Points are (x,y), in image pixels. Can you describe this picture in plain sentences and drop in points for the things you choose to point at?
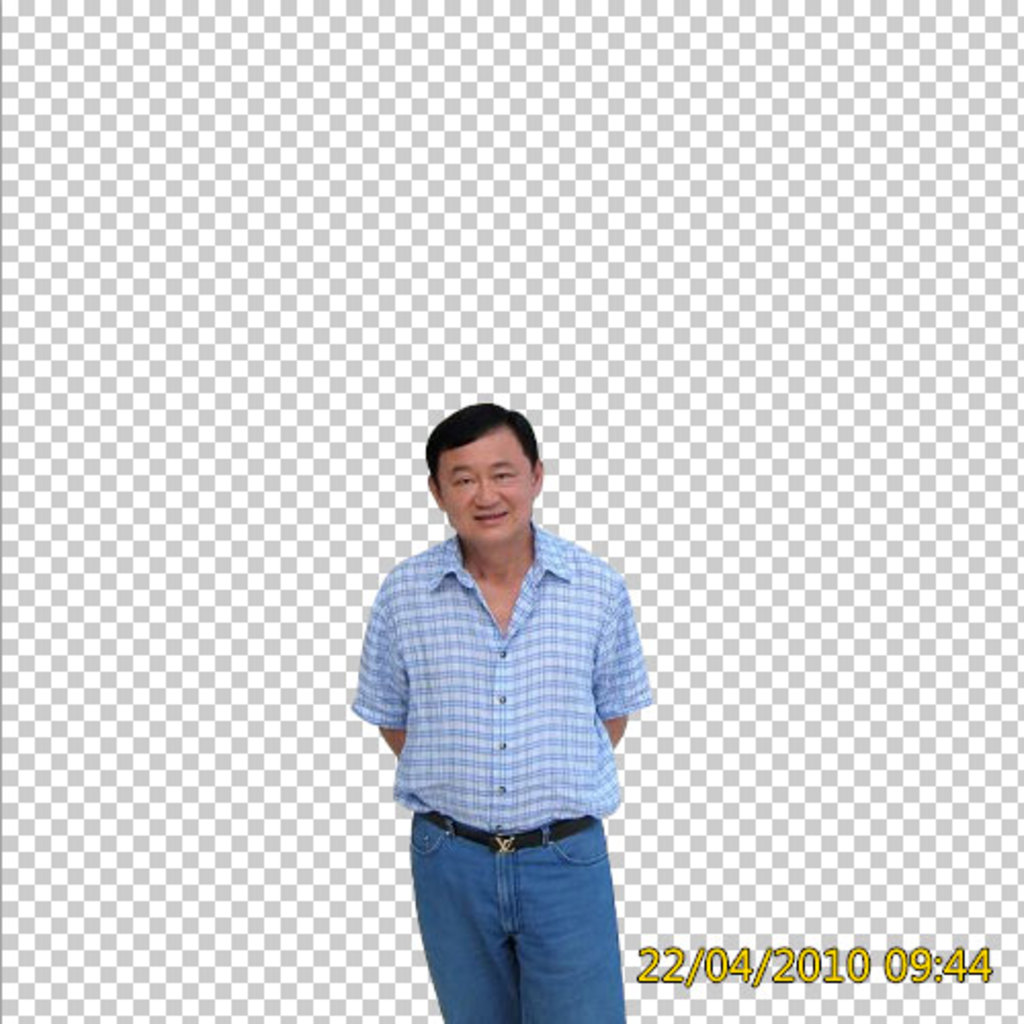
In this image I can see a person (582,982) standing wearing white and blue color shirt (594,770) and blue color pant (592,889) and I can see white and gray color background (186,392).
